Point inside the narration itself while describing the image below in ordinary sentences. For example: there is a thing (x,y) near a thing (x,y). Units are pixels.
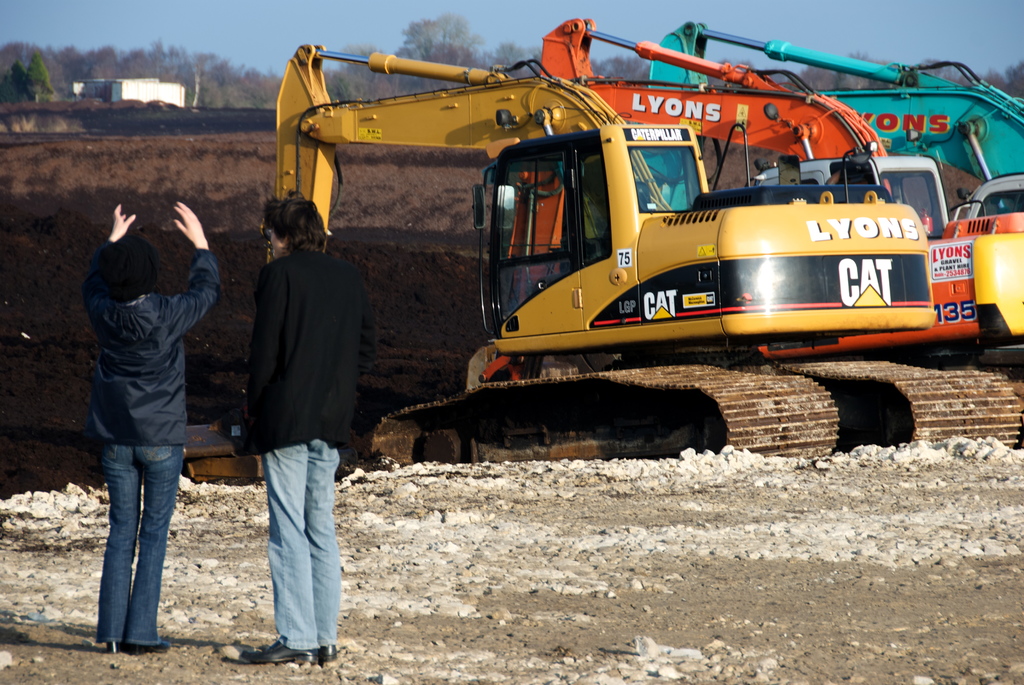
In this picture we can see two persons (324,408) are standing on the left side (169,403), at the bottom (621,542) there are some stones (490,534), on the right side (800,235) we can see cranes (929,228), in the background (181,97) there is a house (181,97) and some trees (235,94), we can see soil (247,112) in the middle (391,236), there is the sky (243,15) at the top of the picture (234,33).
